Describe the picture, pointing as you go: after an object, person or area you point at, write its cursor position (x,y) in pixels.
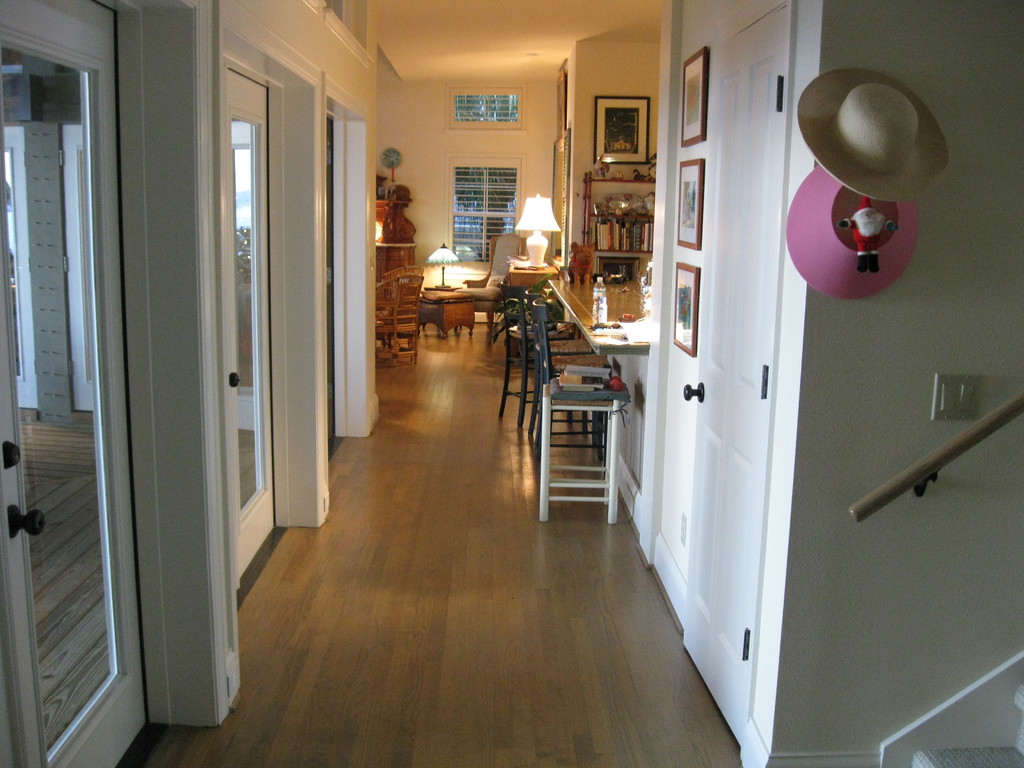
In this picture I can see there is a house (673,442) and there are some table (604,347), sofa (468,288), chairs (610,420) here and in the backdrop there are some lamps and hats (868,189) here.
